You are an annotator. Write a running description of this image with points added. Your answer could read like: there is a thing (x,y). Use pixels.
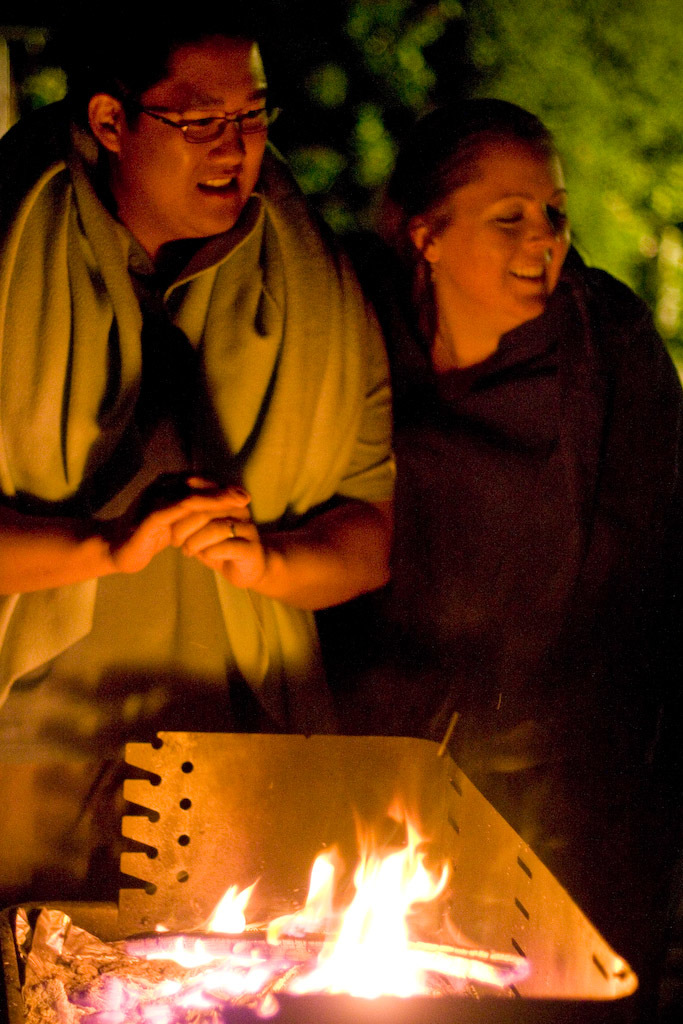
In this image we can see two people (494,214) are standing, in front them there is some fire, in the background (661,323) we can see some trees (677,269).
